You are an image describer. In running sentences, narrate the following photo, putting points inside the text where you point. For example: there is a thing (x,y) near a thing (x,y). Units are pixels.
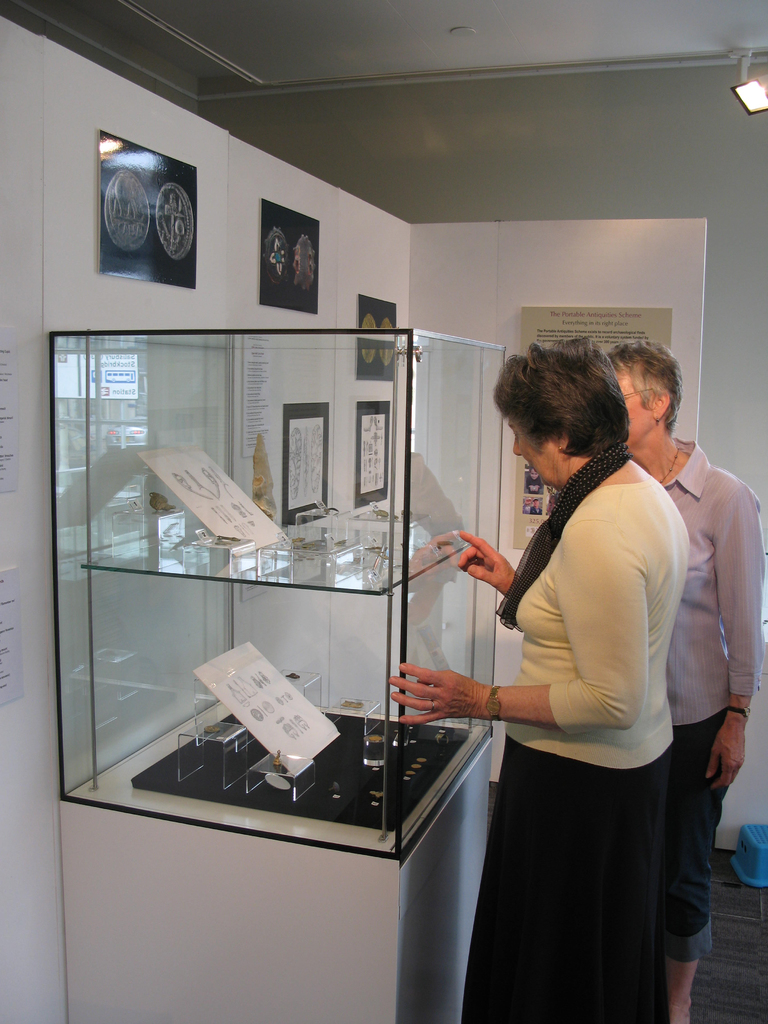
In this image we can see two women (531,1004) standing on the floor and they are on the right side (585,371). Here we can see the showcase glass box (138,458) on the left side (138,475). Here we can see a lamp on the top right side (766,91). Here we can see the photo frames (377,320) on the wall (341,423).
